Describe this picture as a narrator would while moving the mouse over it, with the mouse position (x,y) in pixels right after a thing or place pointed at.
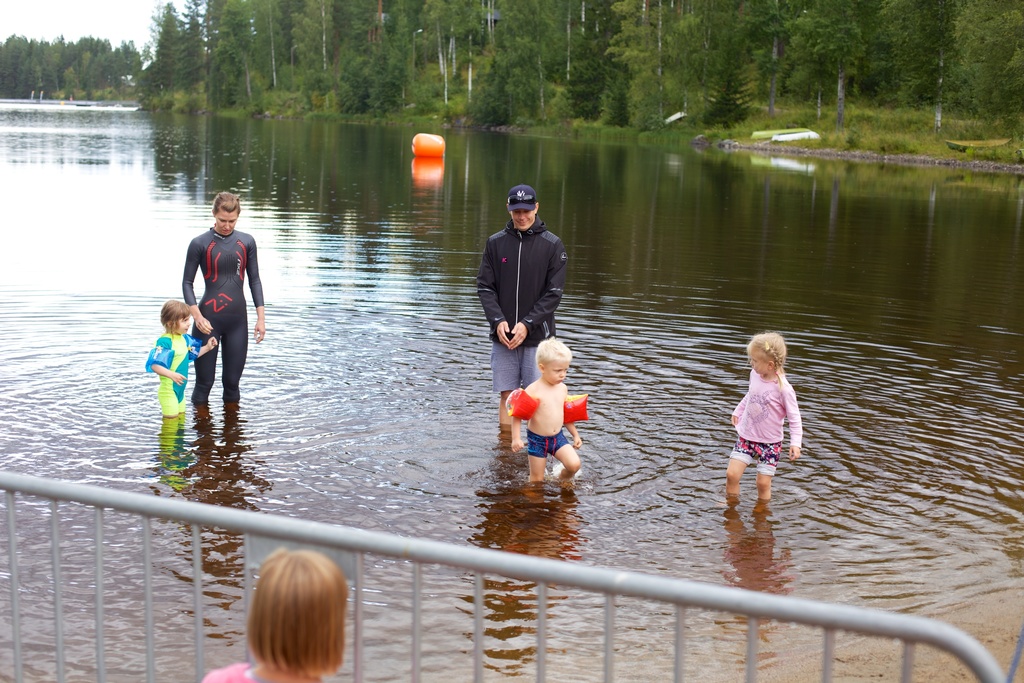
In the center of the image (586,407) we can see persons (770,415) in the water (49,437). At the bottom of the image (288,620) we can see fencing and person (274,641). In the background (261,187) we can see water (185,164), balloon (436,150), trees (935,106), grass (822,120) and sky (81,22).
